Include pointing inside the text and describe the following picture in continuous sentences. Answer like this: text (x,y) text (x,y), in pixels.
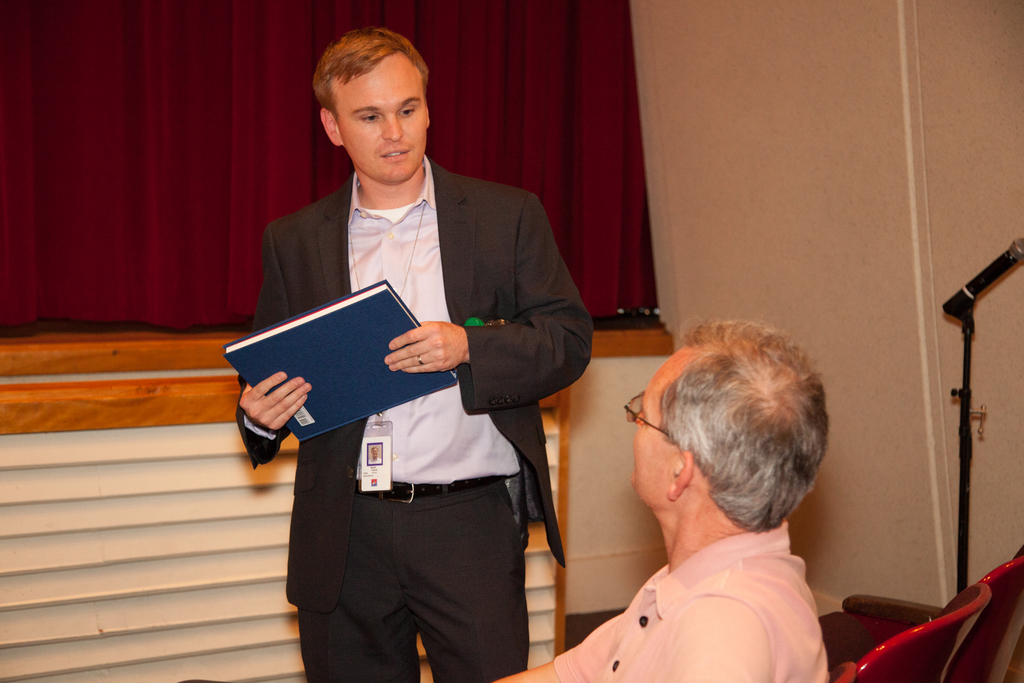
In this picture I can see there are two people (754,639), one of them is standing and there is a book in his hand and the man (761,611) who is sitting is wearing a peach color shirt (716,651) and there are few other empty chairs (1017,641) and there is a curtain (473,135) in the backdrop (19,25).
